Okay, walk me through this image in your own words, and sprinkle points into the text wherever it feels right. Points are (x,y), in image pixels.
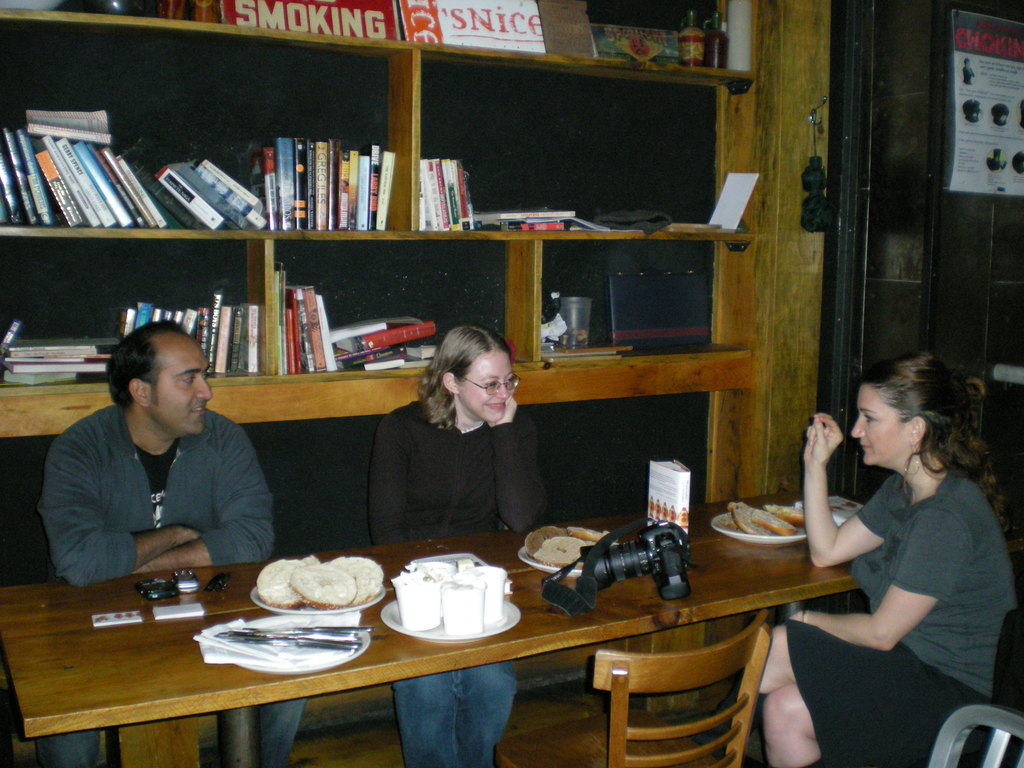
In this picture we can see three persons (798,736) are sitting on the chairs (753,625). This is table (718,615). On the table (652,590) there is a camera (636,552), some food (332,574), and plates (380,594). And on the background (421,236) there is a rack (288,418). And there are some books (459,196) in that.
